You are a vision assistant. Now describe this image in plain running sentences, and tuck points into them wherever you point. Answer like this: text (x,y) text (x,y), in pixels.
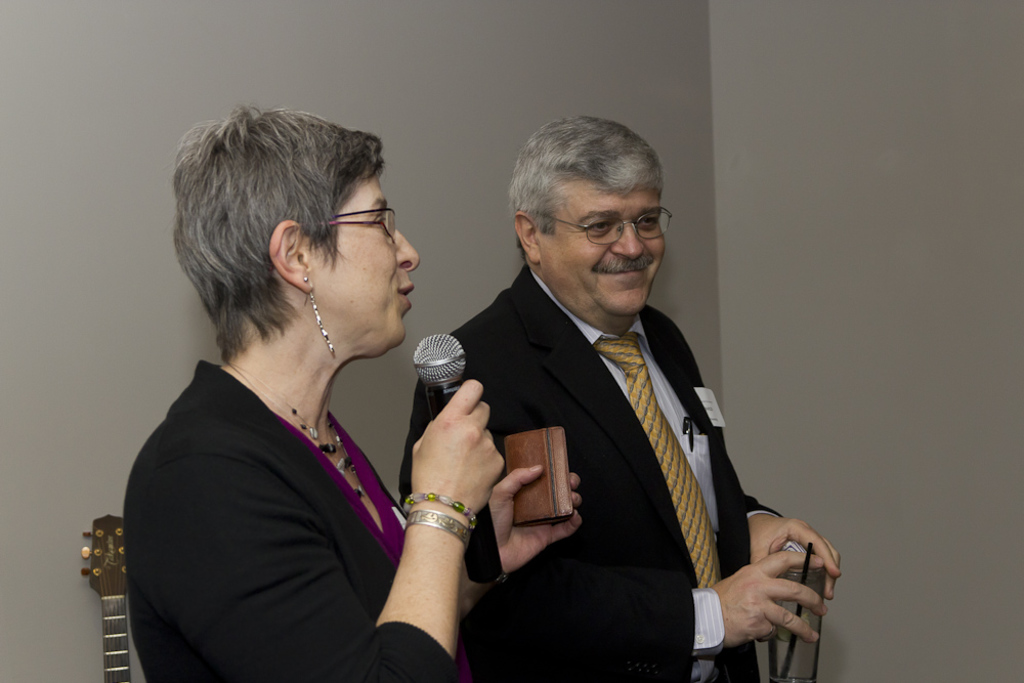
In this picture we can see a man (592,396) and a woman (446,408) standing. We can see this women (443,412) holding a mike (423,359) in her hand (420,453) and talking and this man (765,562) is holding a glass (804,671) with straw (805,575) in his hand (787,569). Near to the wall (78,570) there is a guitar (106,611).
